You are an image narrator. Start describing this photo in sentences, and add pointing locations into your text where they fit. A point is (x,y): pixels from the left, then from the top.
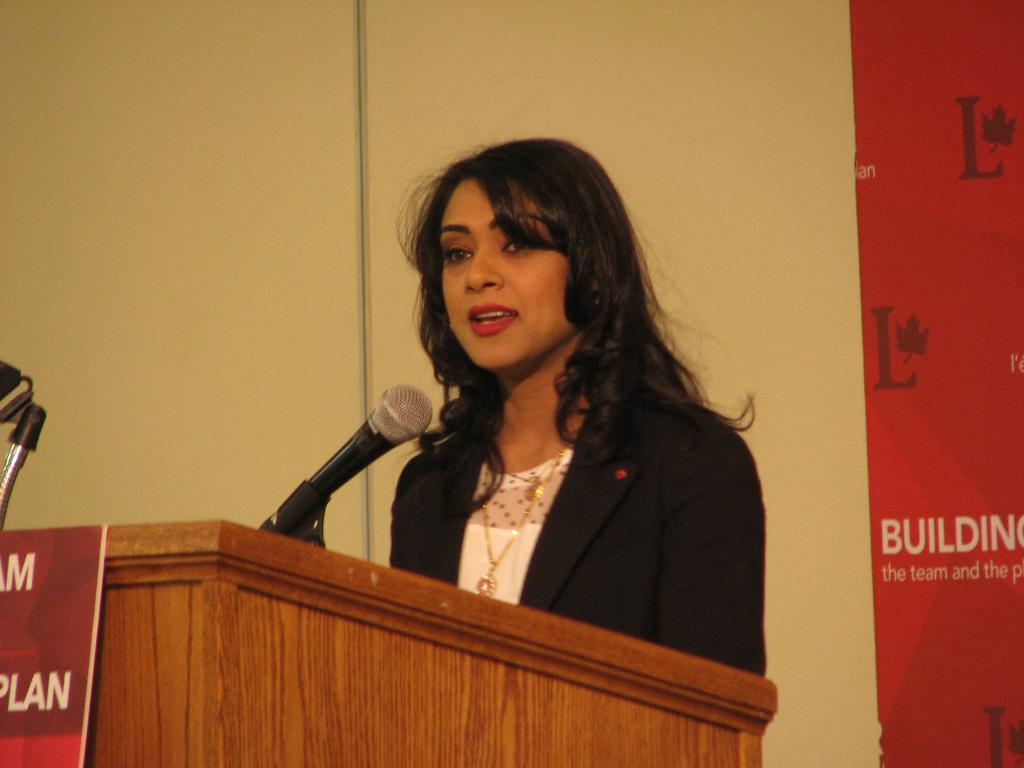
In this image we can see a lady (513,425) standing, before her there is a podium (324,561) and we can see mic (425,418) placed on the podium (245,663). in the background (725,218) there is a wall (767,434) and a board (950,428).
